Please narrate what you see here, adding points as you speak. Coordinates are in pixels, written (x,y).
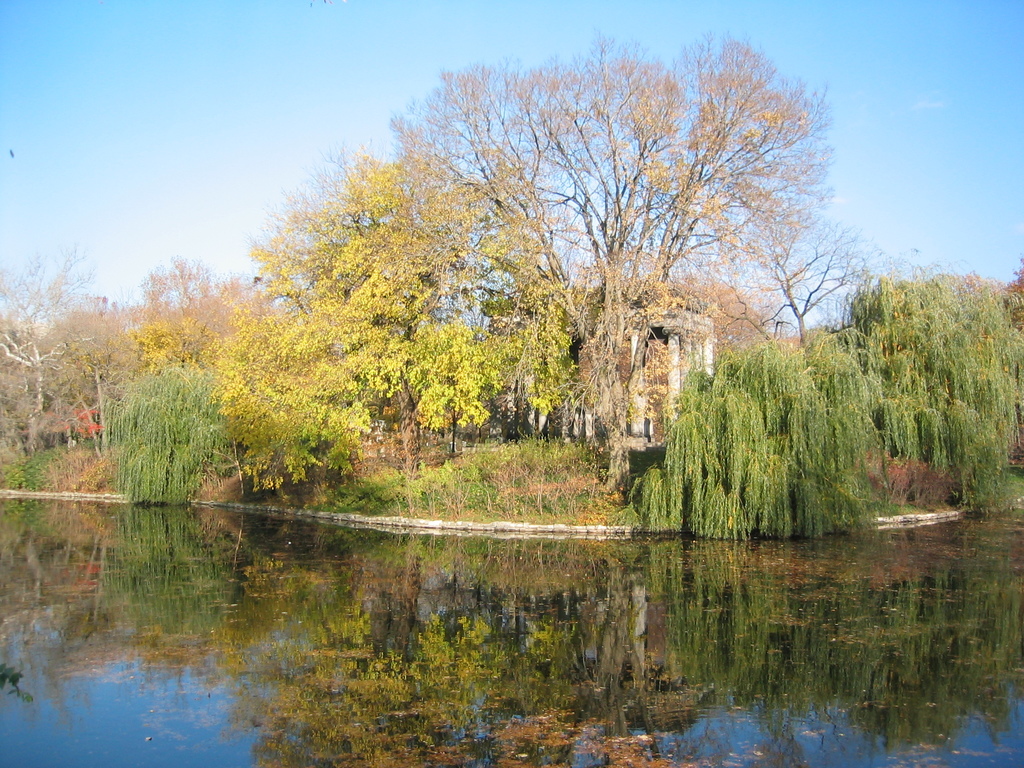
In this image we can see a lake (757,610). In the middle of the image (507,402) we can see trees (415,381) and grass (553,493). At the top of the image (107,78), we can see the sky (161,131). We can see reflections (645,631) of trees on the surface (181,626) of water (128,649).
